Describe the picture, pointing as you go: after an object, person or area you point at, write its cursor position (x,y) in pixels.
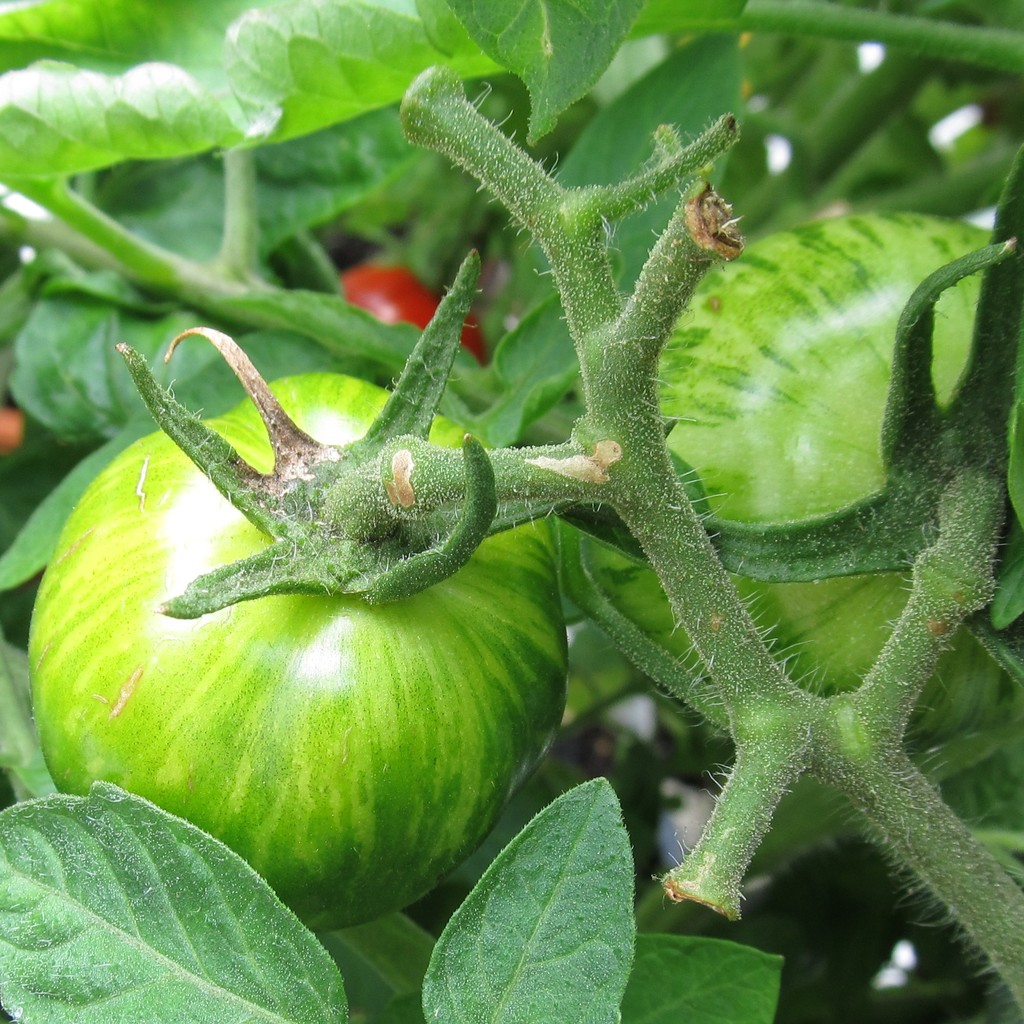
In this image I can see fruits (303,423) and stem (591,201) of plants (427,53) and leaves (565,53).
